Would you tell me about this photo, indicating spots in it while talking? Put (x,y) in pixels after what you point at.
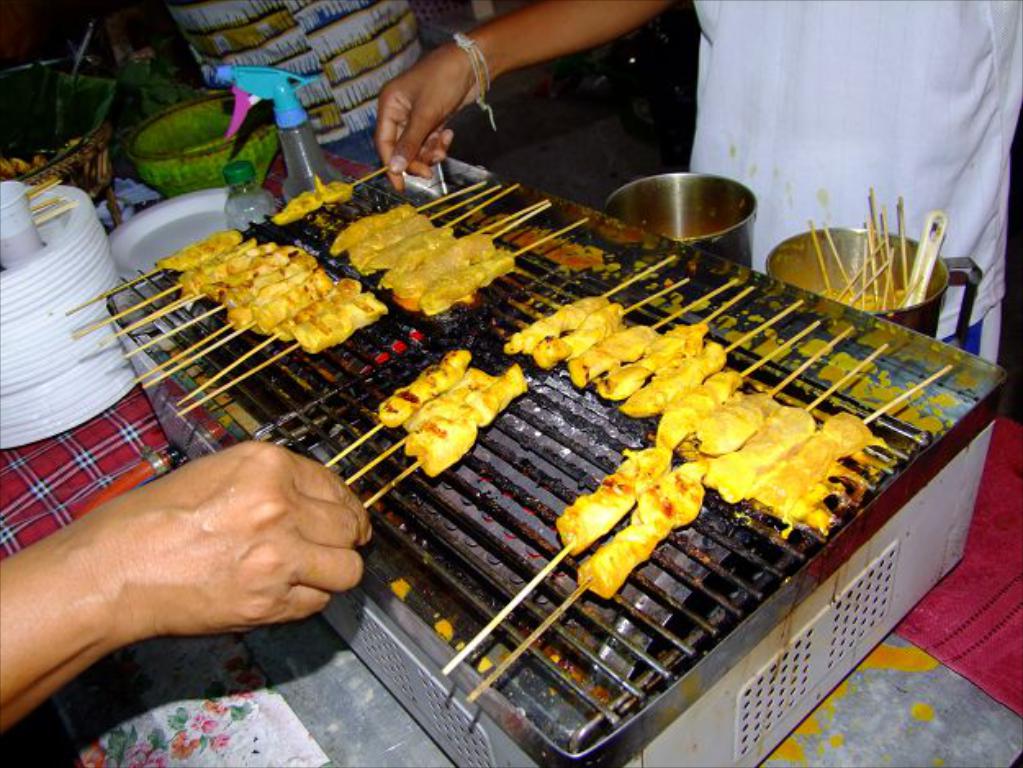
In the center of the image (456,396), we can see kebabs (469,378) on the grill (750,303) and in the background (465,78), there is a person (807,121) and some jars (869,265) and one of them is containing sticks (890,261) and here we can see plates (58,223), glasses (24,234), bottles (238,124) and some baskets (153,129) and we can see a person's hand (192,550) holding kebab (354,471). At the bottom (939,630), we can see a mat (952,642) on the table (852,696).
